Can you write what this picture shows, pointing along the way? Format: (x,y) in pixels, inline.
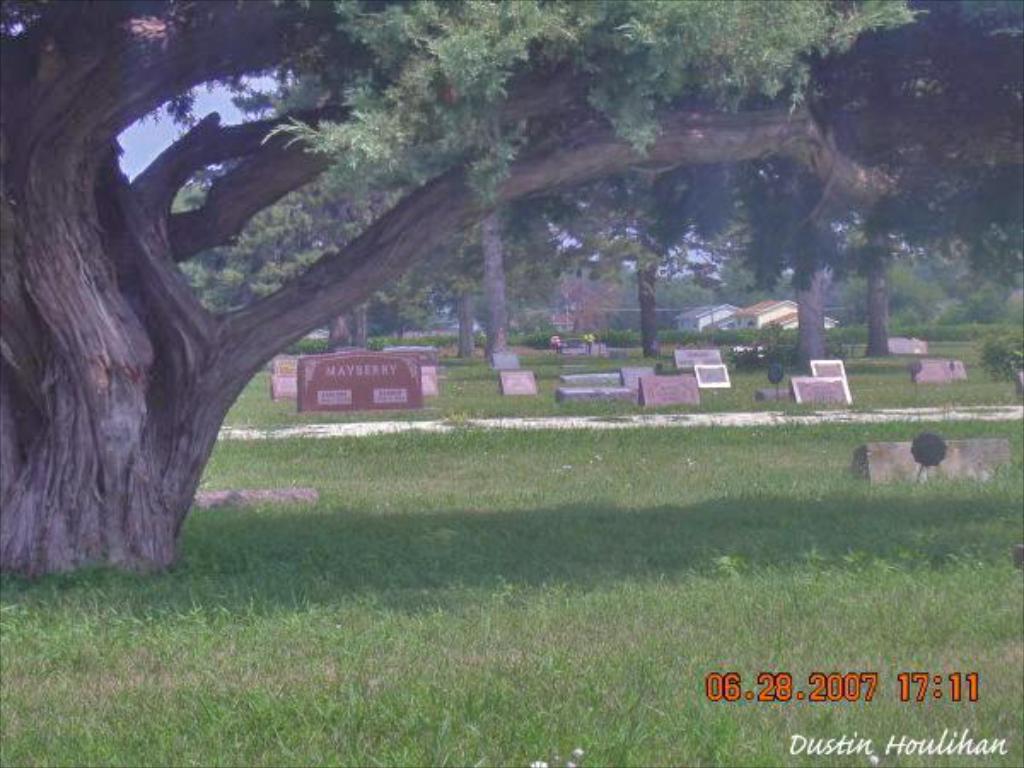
To the bottom of the image (655,619) on the ground (589,448) there is grass (458,577). And to the left corner of the image (229,401) there is a big tree (168,429). And in the background (312,357) there is a graveyard (575,403) and behind them there are few houses (770,310) and also there are many trees (262,230).
